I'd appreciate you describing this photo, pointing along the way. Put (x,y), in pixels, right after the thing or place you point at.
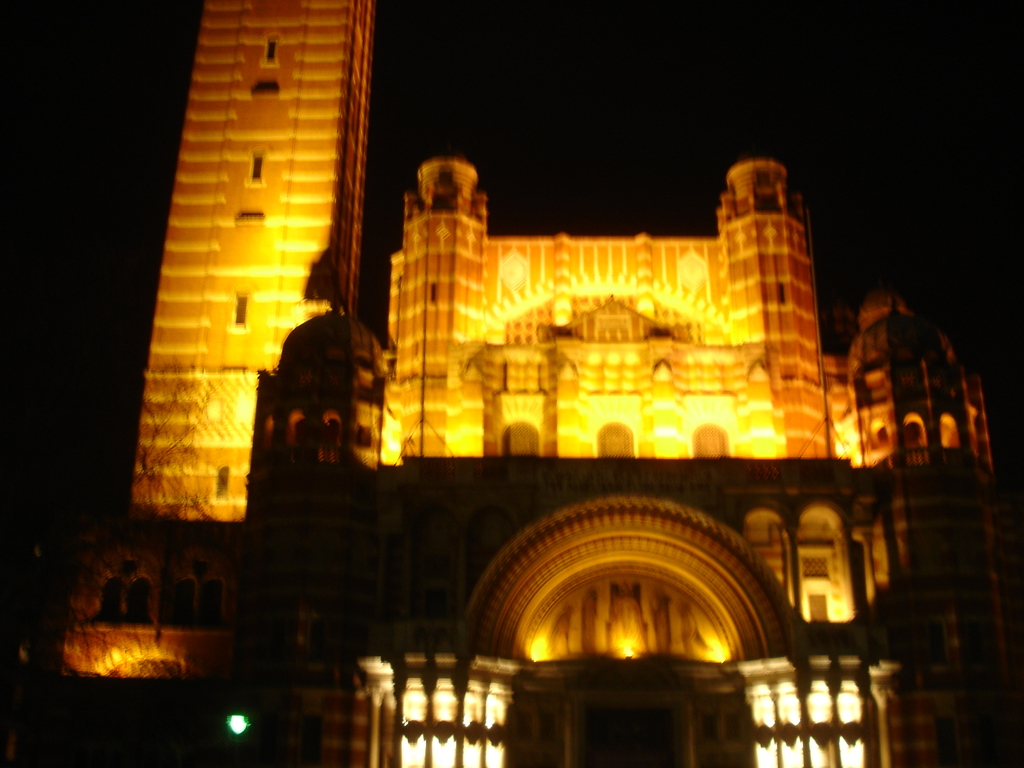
In this image we can see a building (552,374) with tower (276,97) and some lights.
